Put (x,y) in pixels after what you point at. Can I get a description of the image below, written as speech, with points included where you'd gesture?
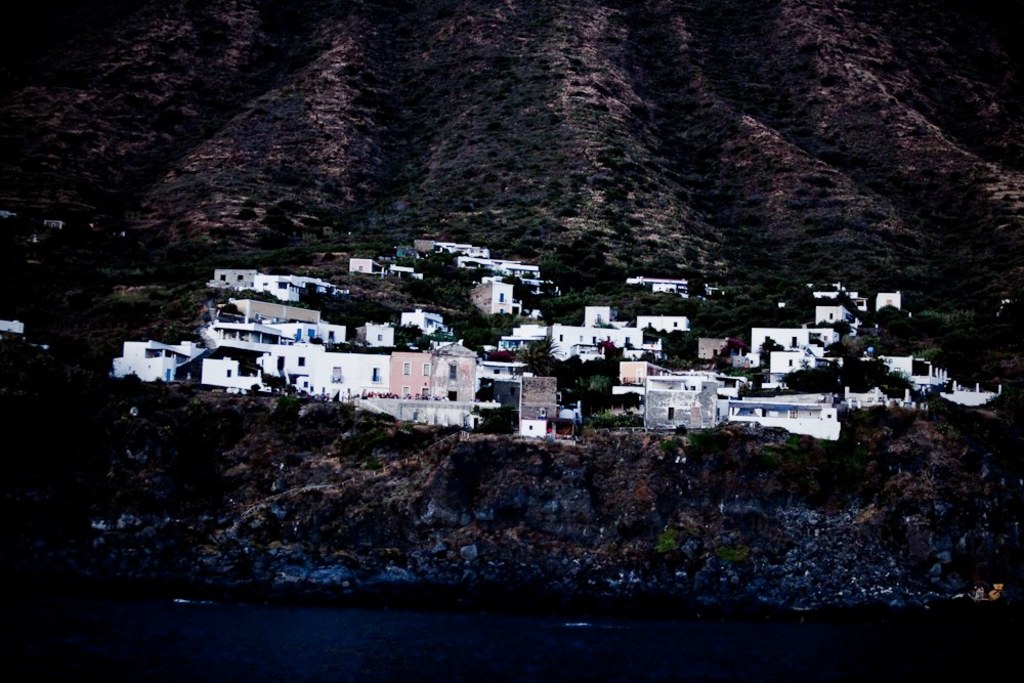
In this image we can see houses (373,372) and trees (532,362) on the mountain (619,551). Bottom of the image (492,648) water (327,648) is there.
